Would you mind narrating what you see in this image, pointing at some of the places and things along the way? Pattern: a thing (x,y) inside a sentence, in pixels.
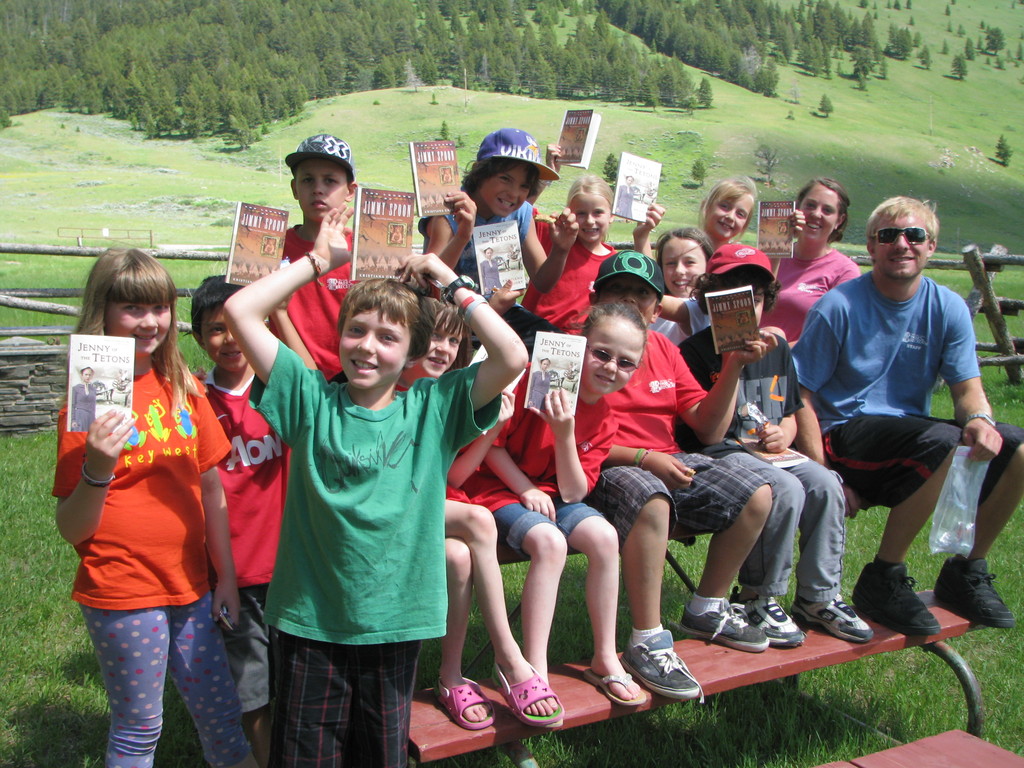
There are kids (682,297) holding books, few kids (551,301) sitting and this man (901,418) holding a cover (957,509). We can see table (769,667), grass (1,464) and wooden fence (994,251). In the background (497,91) we can see trees (87,82) and grass (268,156).
